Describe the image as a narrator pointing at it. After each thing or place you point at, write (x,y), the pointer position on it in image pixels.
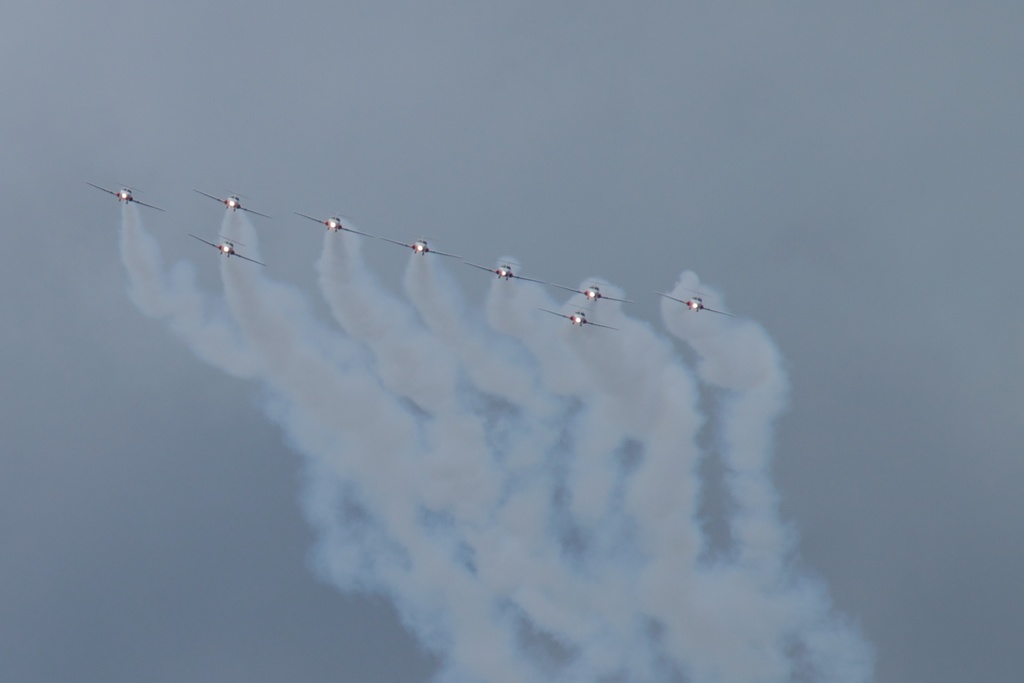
In this image in the center (526,326) there are some aircrafts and there is some fog (570,352) coming out, and in the background (69,72) there is sky (645,292).
